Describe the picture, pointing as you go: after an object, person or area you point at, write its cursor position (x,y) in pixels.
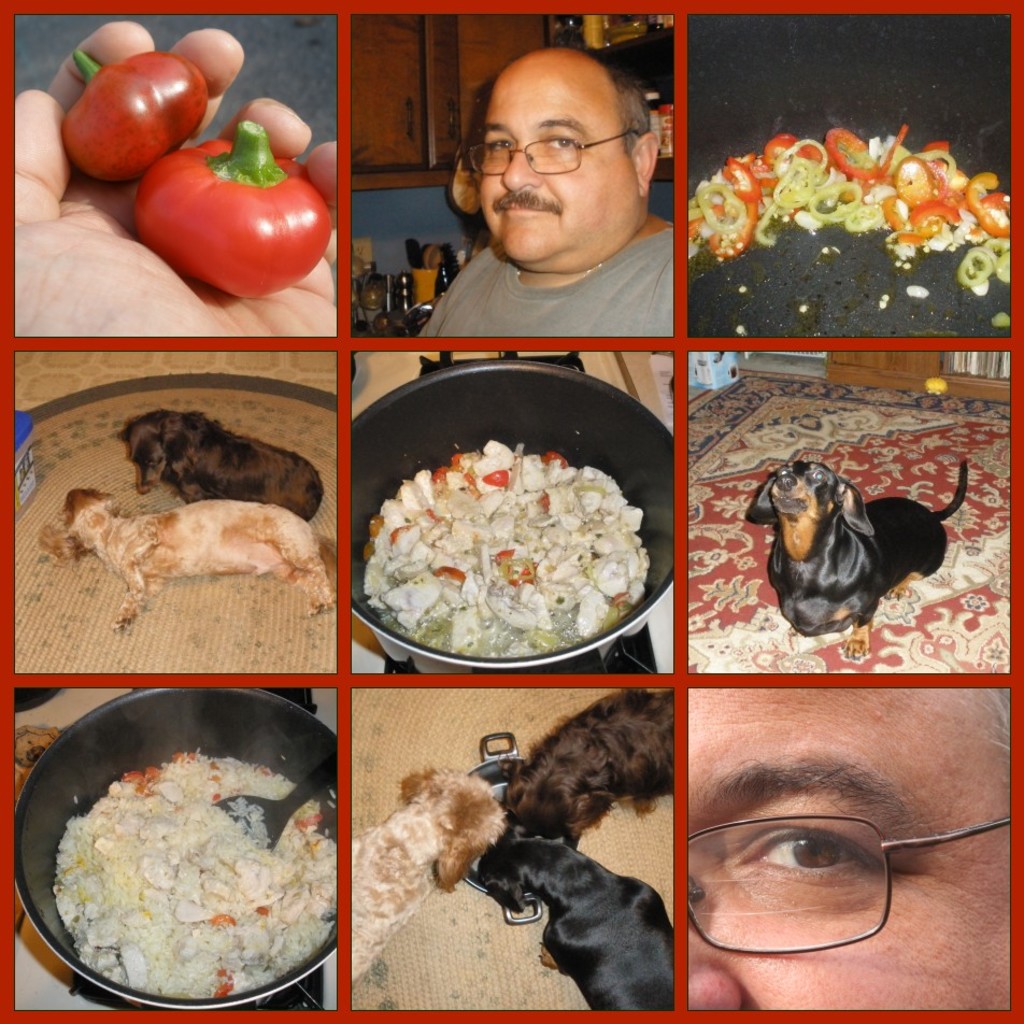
It is a collage picture. In the image we can see some dogs (807,476) and bowl (710,323), food (995,187) and a person (624,105) and there are some peppers (88,94).
